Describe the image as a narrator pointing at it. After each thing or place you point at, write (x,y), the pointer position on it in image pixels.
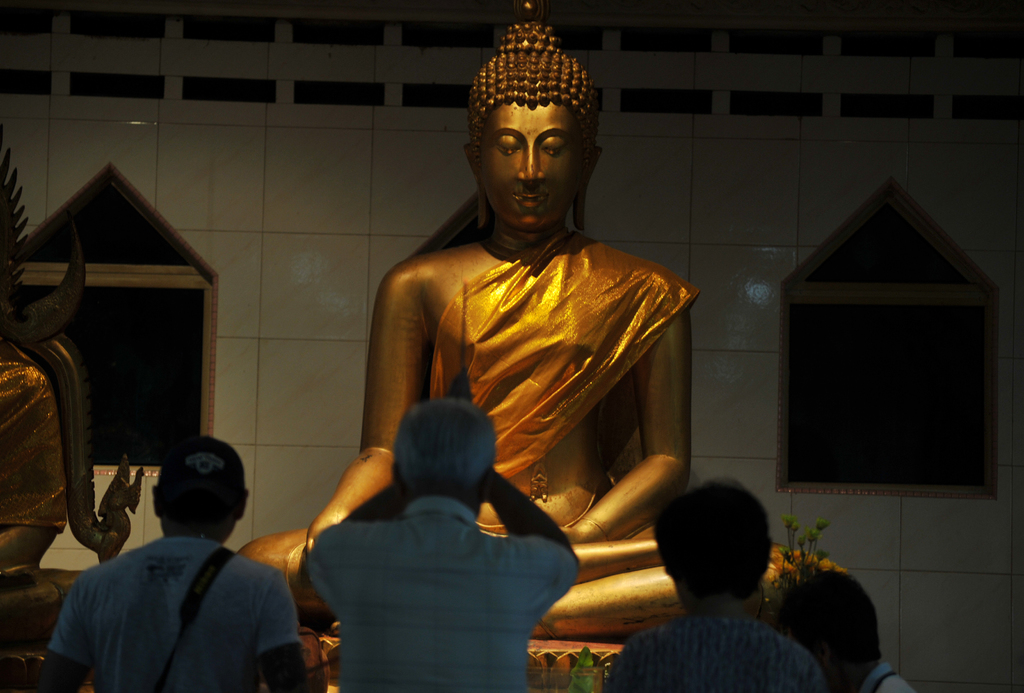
In this image, we can see statues (650,399). At the bottom (661,637), there are few people (463,602). Background (242,263) we can see tile wall (321,327). Here we can see flowers (803,562) and few objects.
